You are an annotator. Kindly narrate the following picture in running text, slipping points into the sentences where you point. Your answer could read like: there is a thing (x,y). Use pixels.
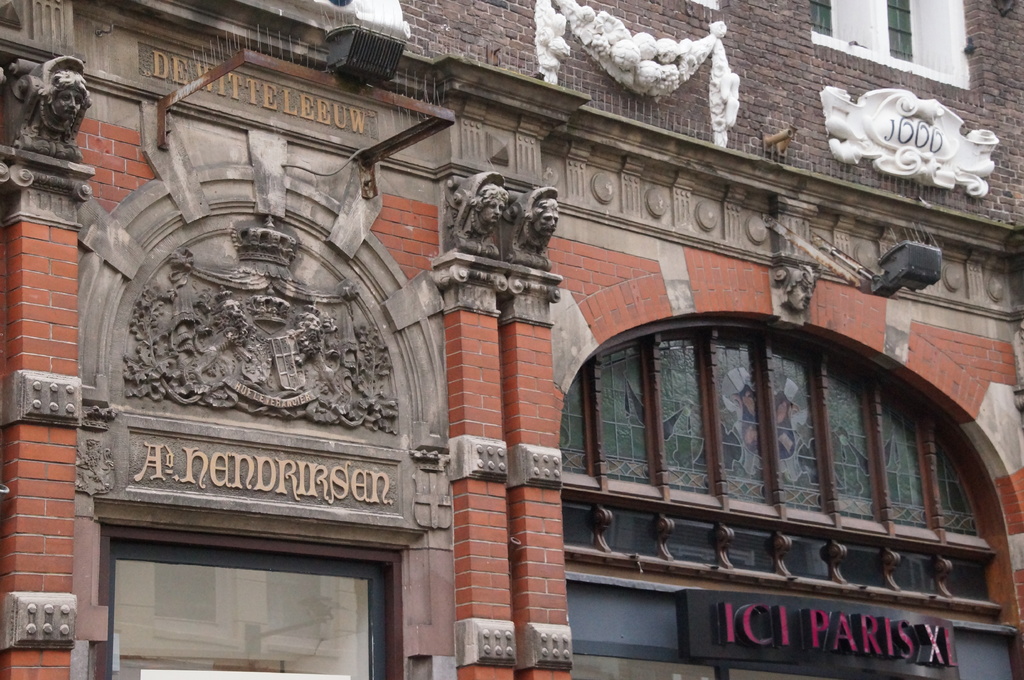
In this image I can see the building (588,296) in brown color. I can also see the lights (874,289) and I can see few windows (820,23).
